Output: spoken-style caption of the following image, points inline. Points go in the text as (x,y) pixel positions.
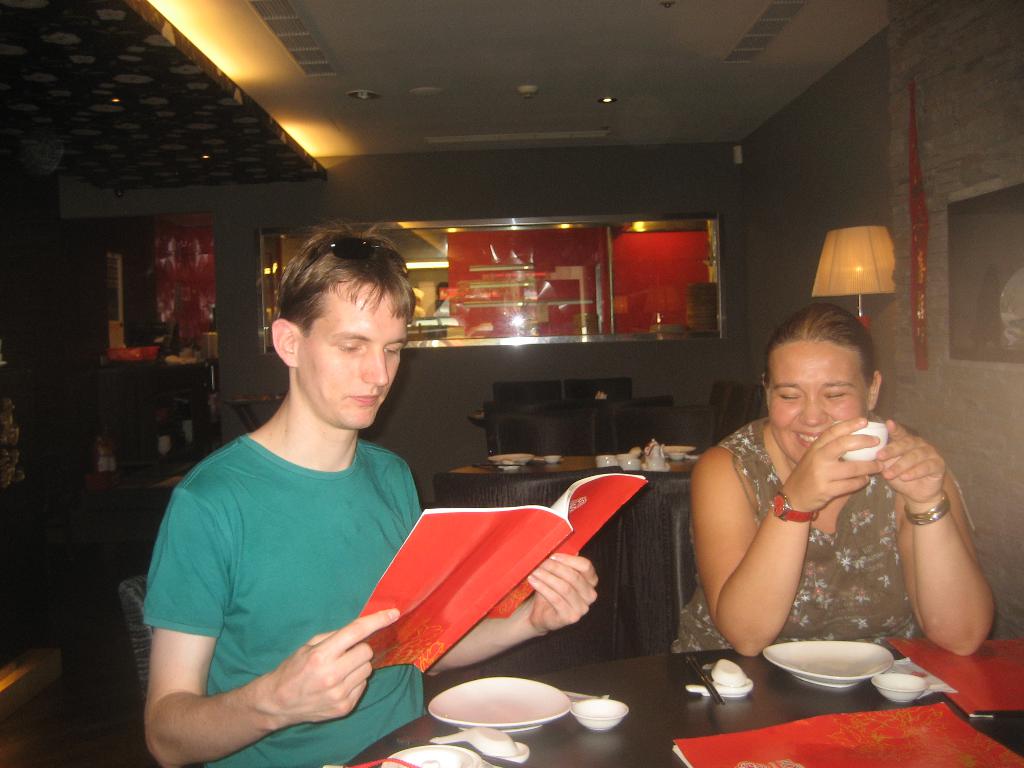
This image consists of two persons (342,670) sitting in the chairs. The man (342,571) is holding a book (420,612). The woman (808,491) is holding a cup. In the front (429,729), there are plates (790,645) and spoon (446,739) kept on the table (602,762). At the top (351,80), there is a roof (374,110). In the background (581,332), there is a kitchen (504,341).
